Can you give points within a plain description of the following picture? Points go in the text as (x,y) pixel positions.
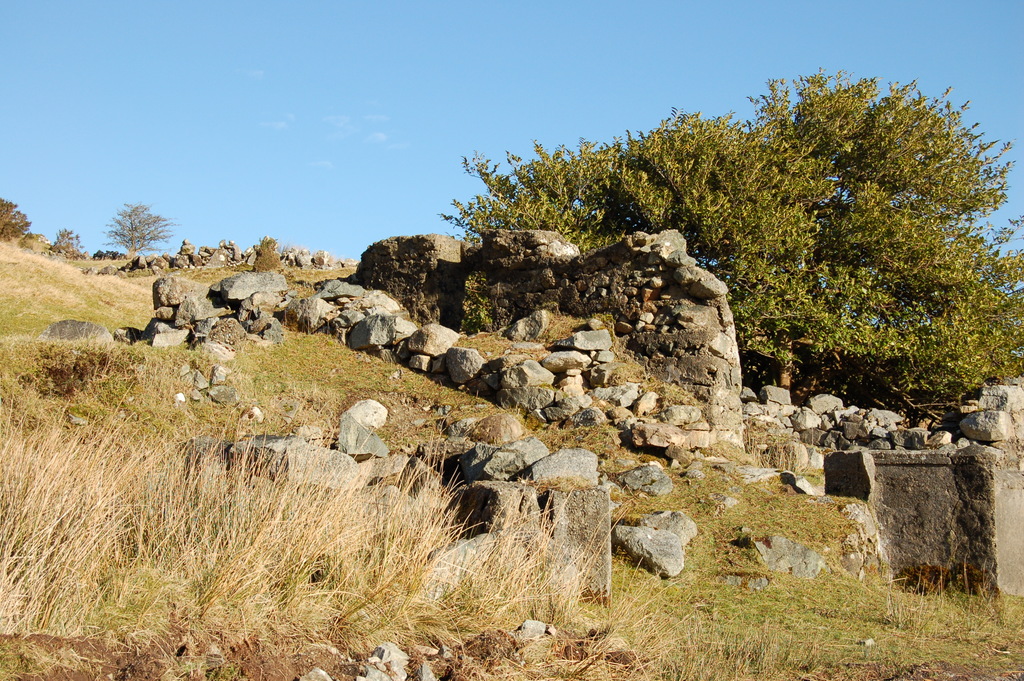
In this image I can see in the middle (568,348) there are stones (548,457) and plants (619,455). On the right side (928,517) it looks like a wall (913,489), at the back side (915,140) there are trees (591,199), at the top (440,104) there is the sky (440,104).
